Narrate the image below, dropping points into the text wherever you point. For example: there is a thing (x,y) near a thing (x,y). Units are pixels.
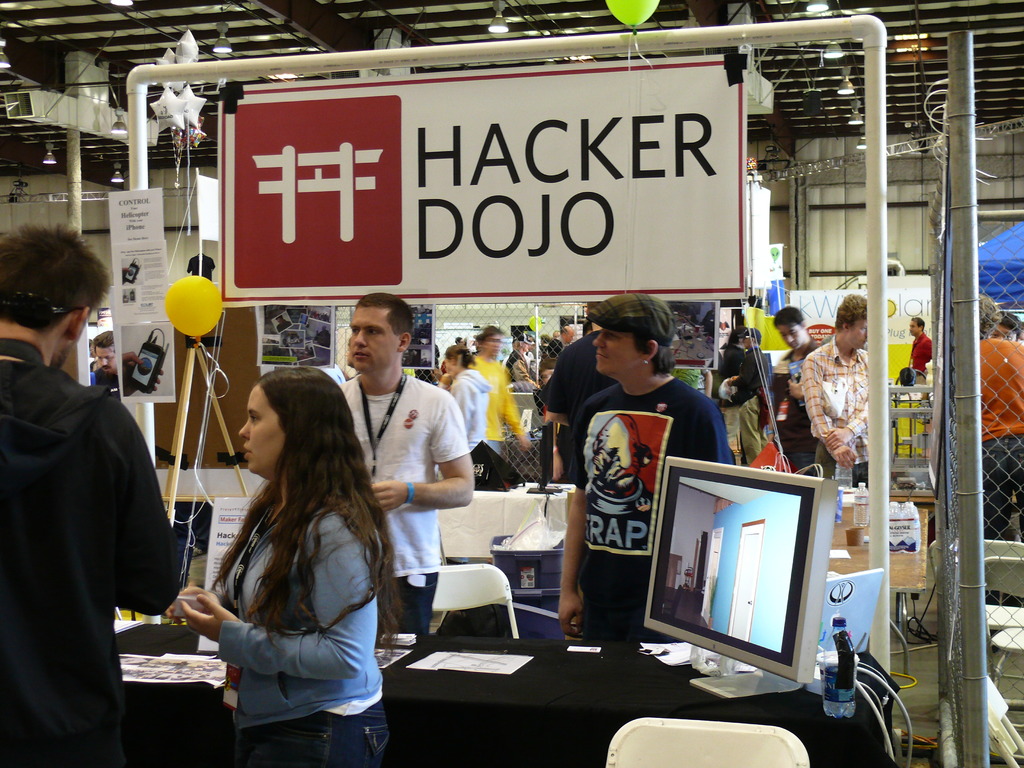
There is a woman (290,729) standing in the center (367,491) and she is speaking. There are two people (373,436) standing in the center (367,363). In the background (773,420) we can see many people (509,397).
